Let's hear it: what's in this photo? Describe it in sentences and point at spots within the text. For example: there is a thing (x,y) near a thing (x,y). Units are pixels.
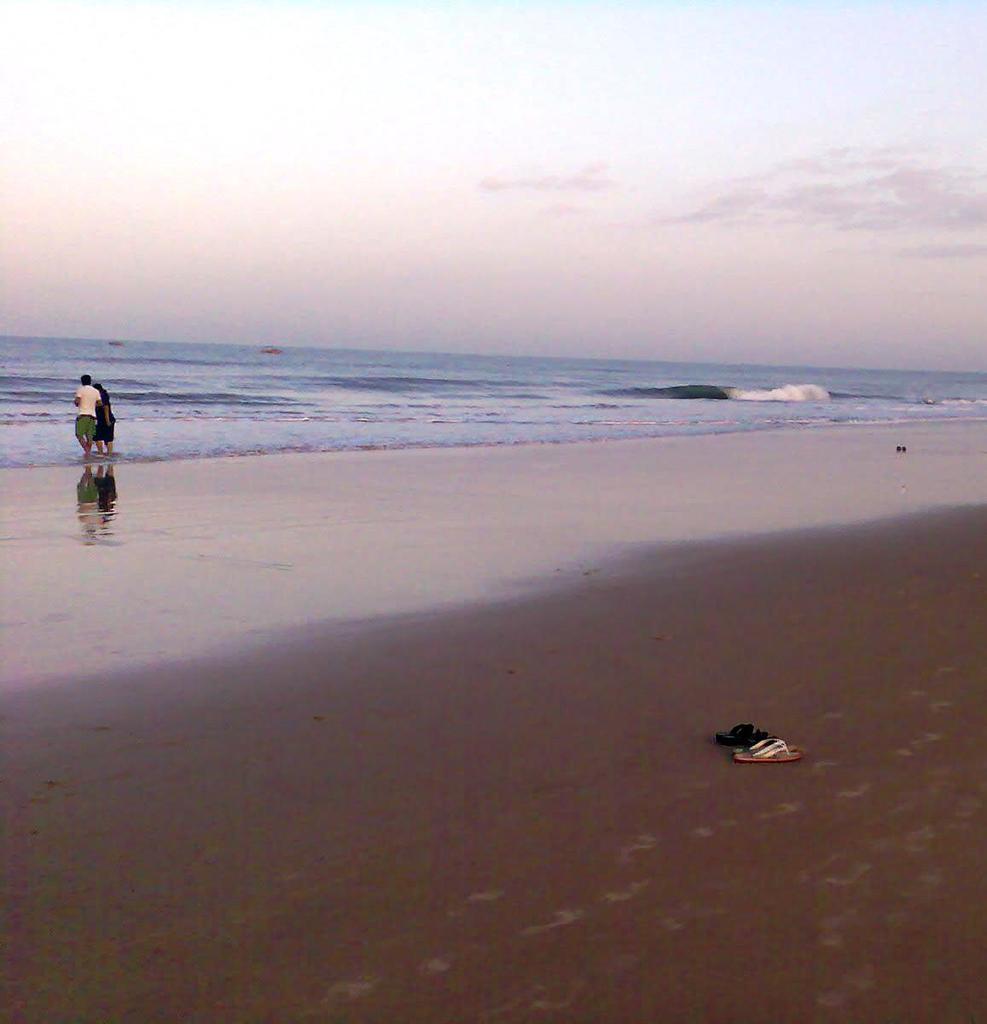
In this picture I can see couple of humans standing and I can see two pairs of footwear (753,758) on the shore (713,810) and I can see water (361,439) and a cloudy sky (454,278).
